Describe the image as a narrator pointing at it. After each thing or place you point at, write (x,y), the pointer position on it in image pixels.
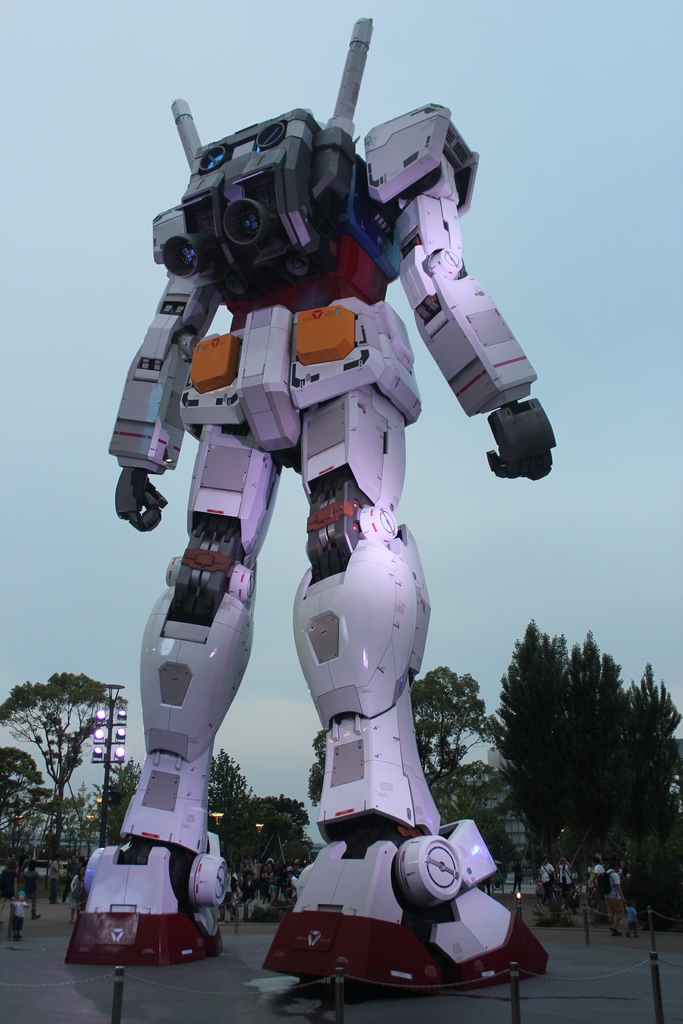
In this image we can see a big robot (311,466). Behind the robot (424,775) trees (614,806), humans (517,865) and poles (109,738) are there. Top of the image (481,72) sky (157,69) is present.
